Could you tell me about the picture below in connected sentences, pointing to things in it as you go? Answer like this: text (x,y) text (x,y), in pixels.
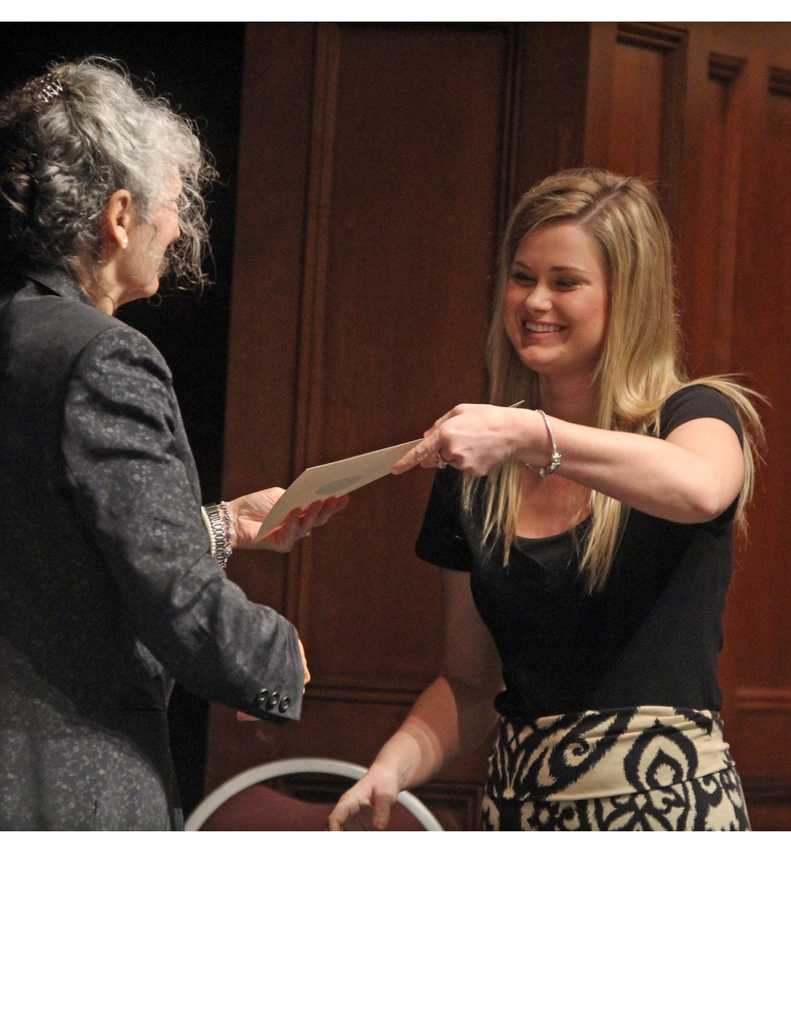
There are two women (546,572) standing and holding a paper (304,486). This woman (492,398) is smiling. I think this looks like a wooden door (481,150).
